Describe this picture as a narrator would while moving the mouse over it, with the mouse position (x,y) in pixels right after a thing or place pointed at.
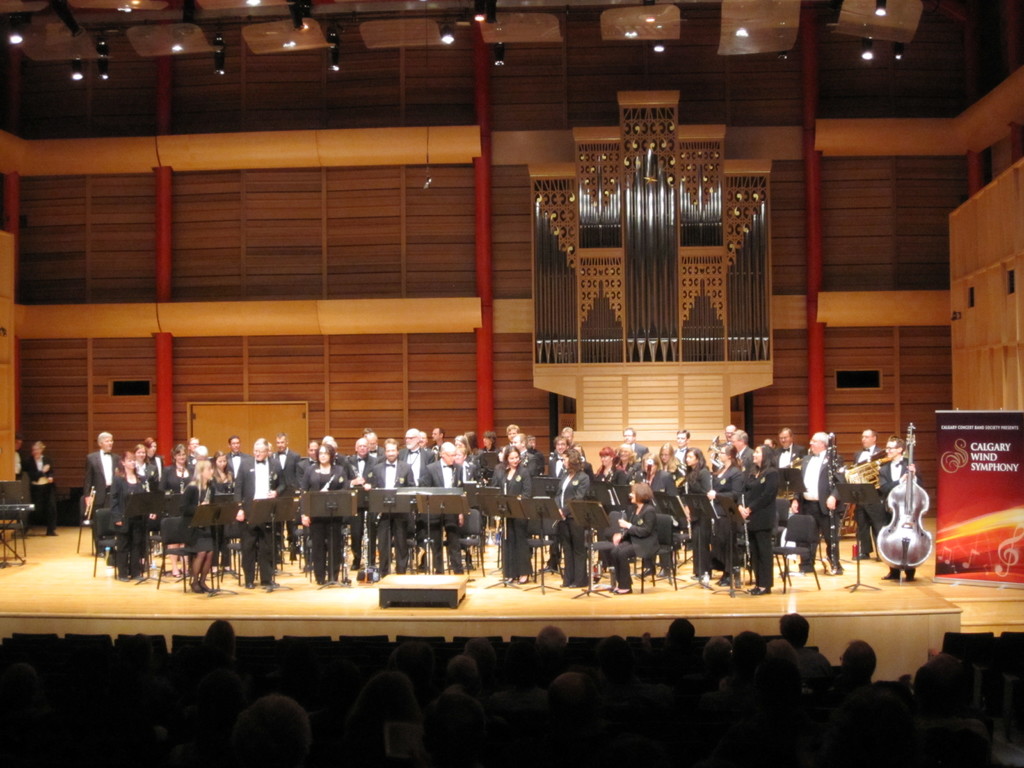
In this image we can see people (259,533) standing on the floor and some of them are holding musical instruments (830,482) in their hands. In front of the people (340,487) we can see music stands (376,508). In addition to this there are electric lights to the roof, grills (586,235), advertisement board (939,412) and spectators (477,682).
